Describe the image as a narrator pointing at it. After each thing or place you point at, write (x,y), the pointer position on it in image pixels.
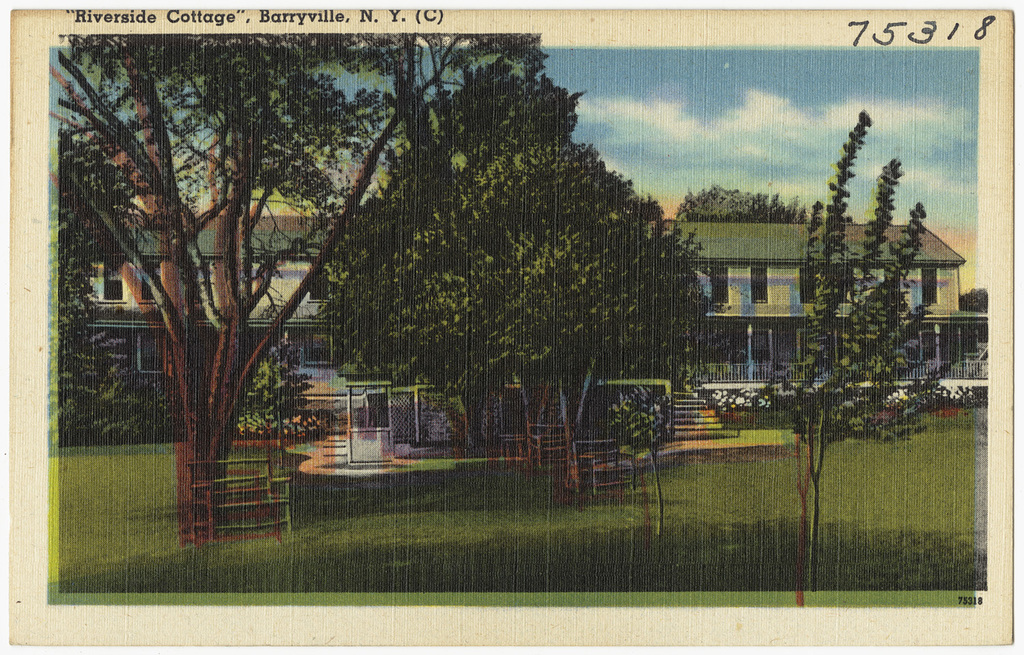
In this image there is a picture (474,507). In the picture (672,510) there are buildings (742,307). In front of the buildings (754,282) there are trees (504,334) and benches (264,506) on the ground (568,509). There is grass (618,521) on the ground (953,534). At the top (794,118) there is the sky (780,118). At the top of the image (266,16) there is text (117,18) above the picture (673,454).
